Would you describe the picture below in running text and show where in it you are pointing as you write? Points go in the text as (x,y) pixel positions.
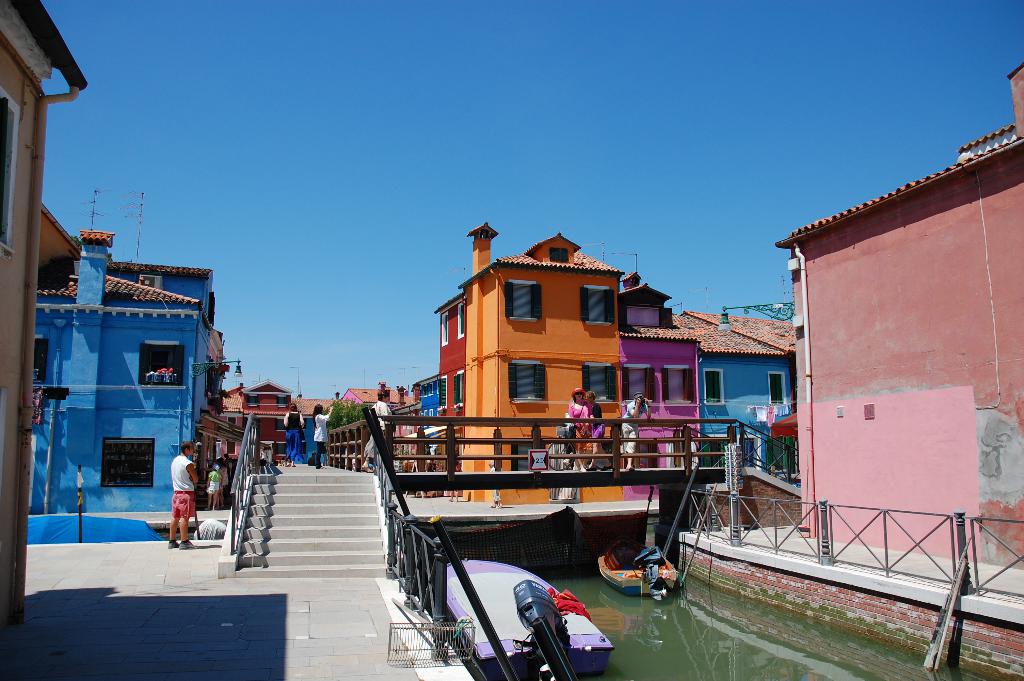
In this image I can see boats (632,580) on the water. There are stairs (321,540) and railings (390,514). There are people (222,471) present. There are buildings (82,424) at the back (118,438).
